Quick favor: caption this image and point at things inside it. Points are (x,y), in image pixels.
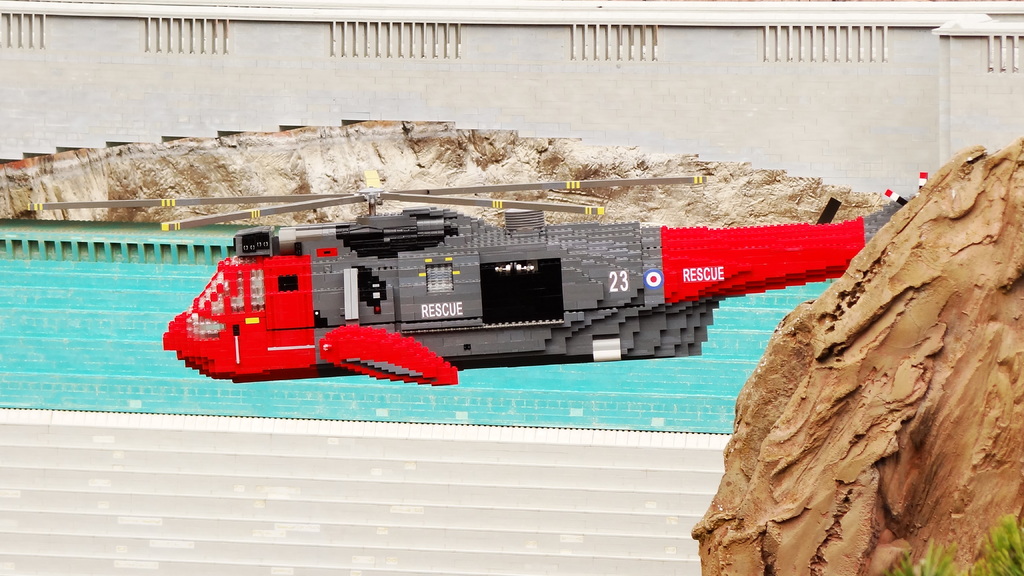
In this picture I can see a toy helicopter (757,251), there is a rock (1010,484), a bridge (722,130) and there is water (85,339).
